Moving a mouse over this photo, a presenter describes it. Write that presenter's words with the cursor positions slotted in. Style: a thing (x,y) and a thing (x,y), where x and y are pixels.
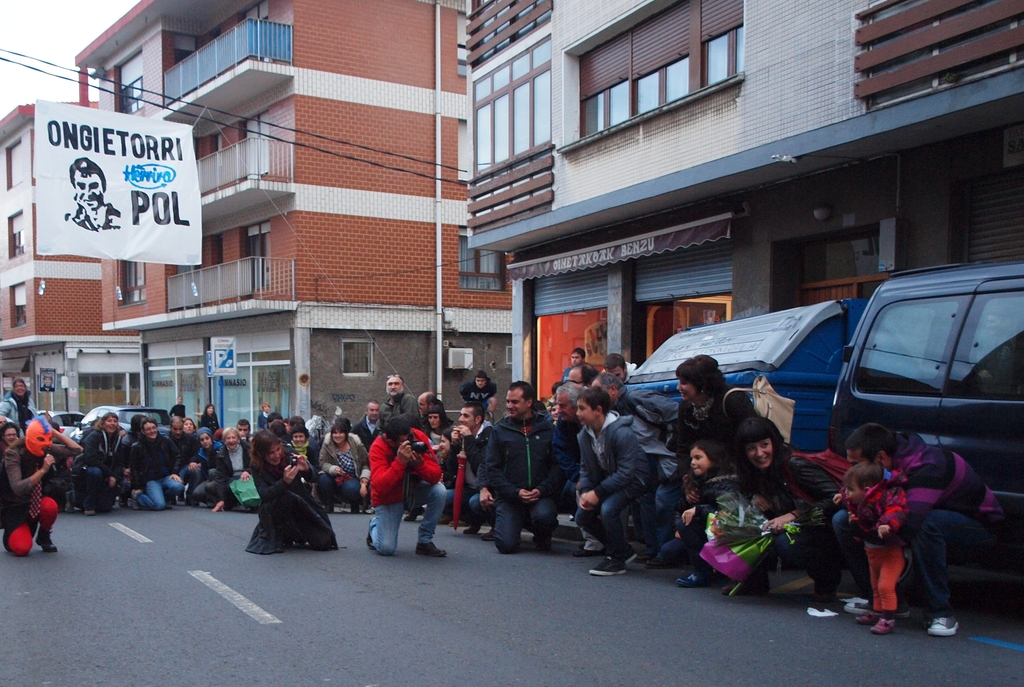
This image consists of many people (481,519) on the road (216,526). In the front (379,499), there are two persons (293,509) holding cameras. On the right (888,400), there is a car (995,455). In the background (534,184), there are buildings (293,109) along with windows (540,65). On the left (67,152), there is a banner (96,173).
